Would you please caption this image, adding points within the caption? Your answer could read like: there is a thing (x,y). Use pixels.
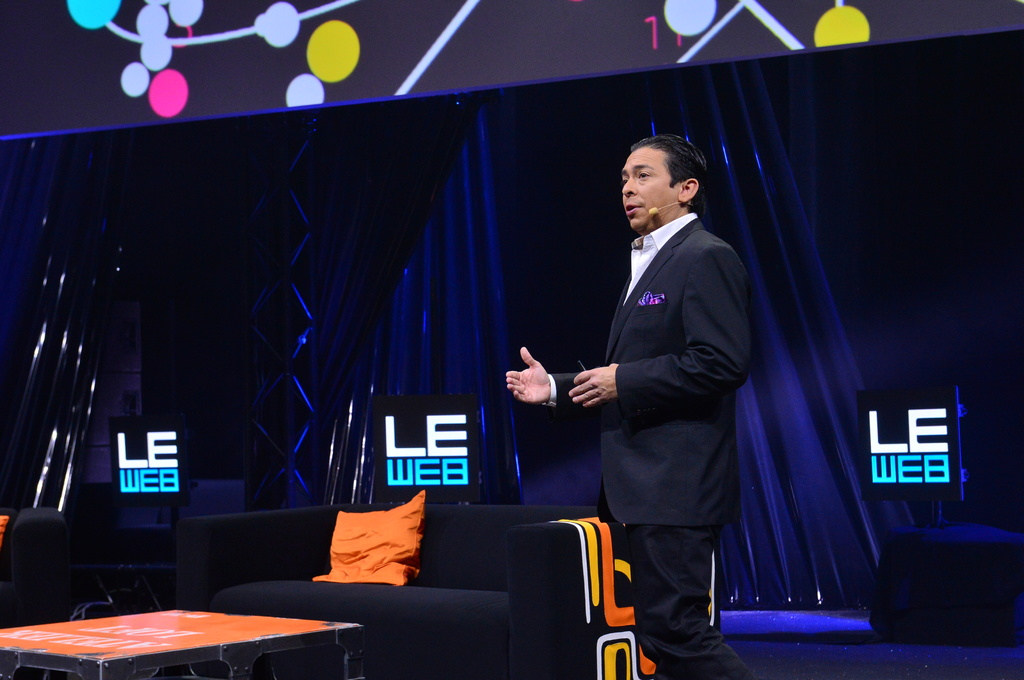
In the center of the image (637,380), we can see a man (662,451) standing and wearing a coat (647,281) and there is a mic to him. In the background (618,104), there is board (219,113) and we can see a curtain (320,326) and some other boards (141,446) and there are sofas (279,537) and we can see a cushion (336,550) and there is a table (234,642).
